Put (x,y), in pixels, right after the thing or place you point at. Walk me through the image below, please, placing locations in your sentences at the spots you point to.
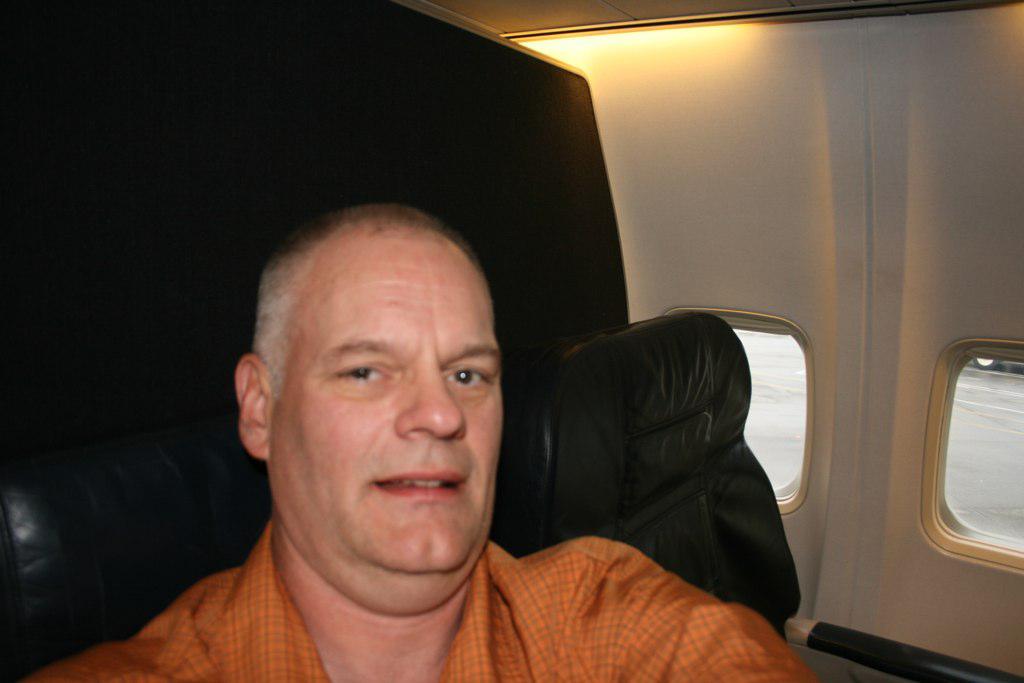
This Picture describe about the man (294,538) wearing orange color shirt (596,611) sitting in the Aeroplane (849,613). Right side (701,35) we can see the glass window (978,509) black leather seat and black curtain (115,211) behind and a brown ambiance light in the roof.
